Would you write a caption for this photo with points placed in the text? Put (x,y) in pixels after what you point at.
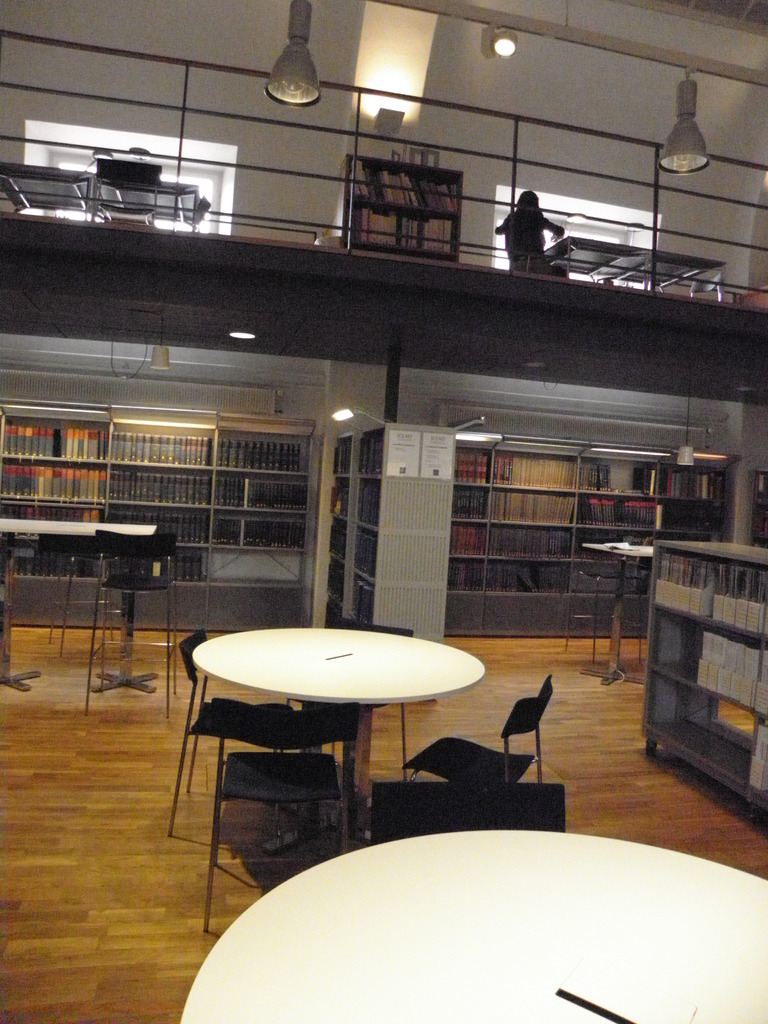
In this image, we can see tables (4,596), chairs (93,538) and wooden floor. In the middle of the image (456,552), we can see so many books (712,575) are placed on the shelves (399,500). We can see posters (433,435), pillar (395,391) and lights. At the top of the image (675,284), we can see tables (585,263), chairs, windows (205,219), pipe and lights (690,111). On the right side of the image (524,213), we can see a person (536,227) sitting on a chair (520,252).
